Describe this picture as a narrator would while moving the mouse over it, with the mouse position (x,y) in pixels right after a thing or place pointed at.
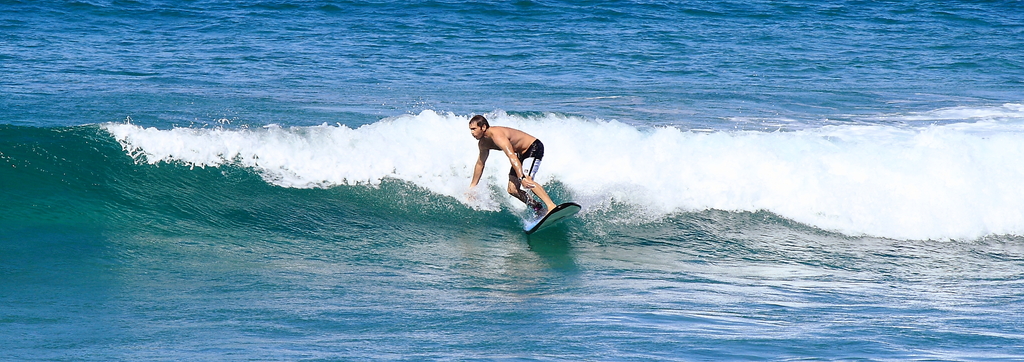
In this image, we can see a person (471,189) surfing on the water (351,202).
